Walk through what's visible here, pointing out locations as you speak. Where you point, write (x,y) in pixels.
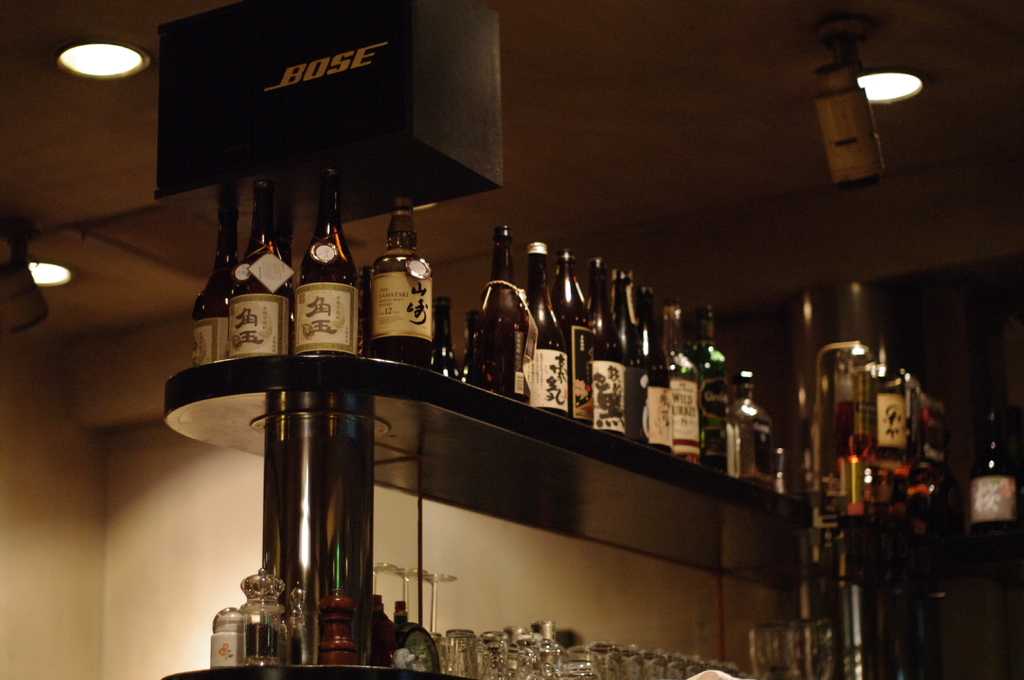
This is the picture taken in a room (419,443), there are bottles (715,429) on a shelf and glasses (569,656) and jar (228,641) also in the shelf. Background of the bottle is a shelf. There are ceiling lights (74,64) on the top (838,123).
